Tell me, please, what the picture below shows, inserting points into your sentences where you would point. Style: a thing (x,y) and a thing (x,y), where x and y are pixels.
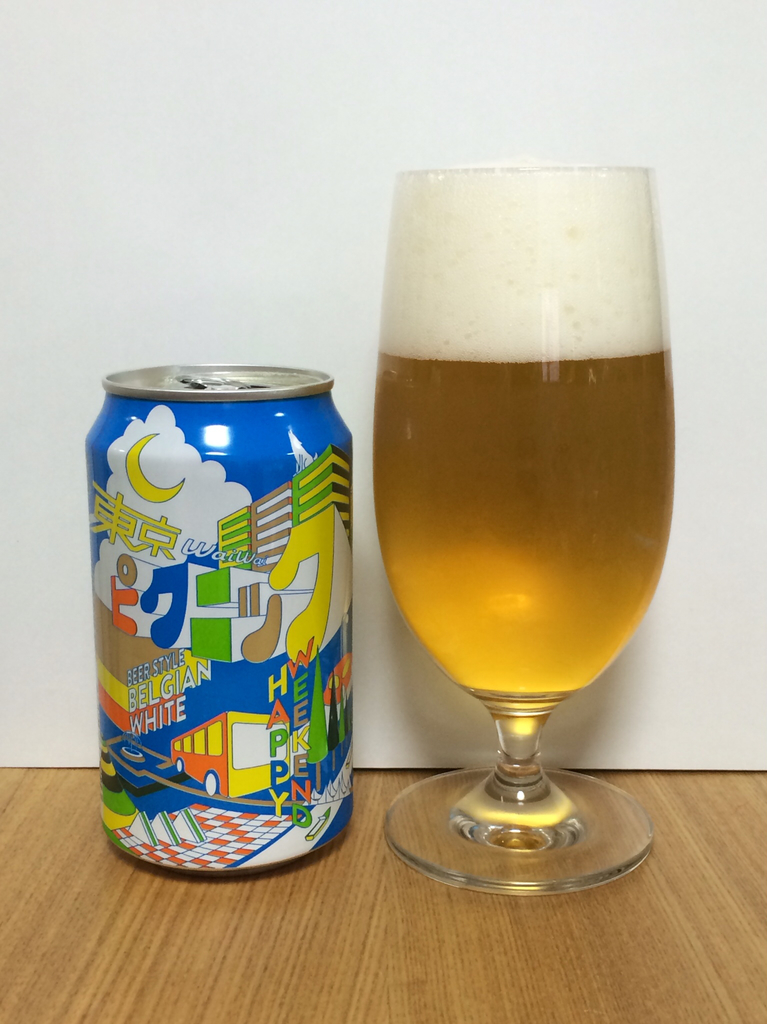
In this picture we can see a glass (398,395) with drink (471,337) in it, tin (313,524) and these two are placed on a table (579,907).
